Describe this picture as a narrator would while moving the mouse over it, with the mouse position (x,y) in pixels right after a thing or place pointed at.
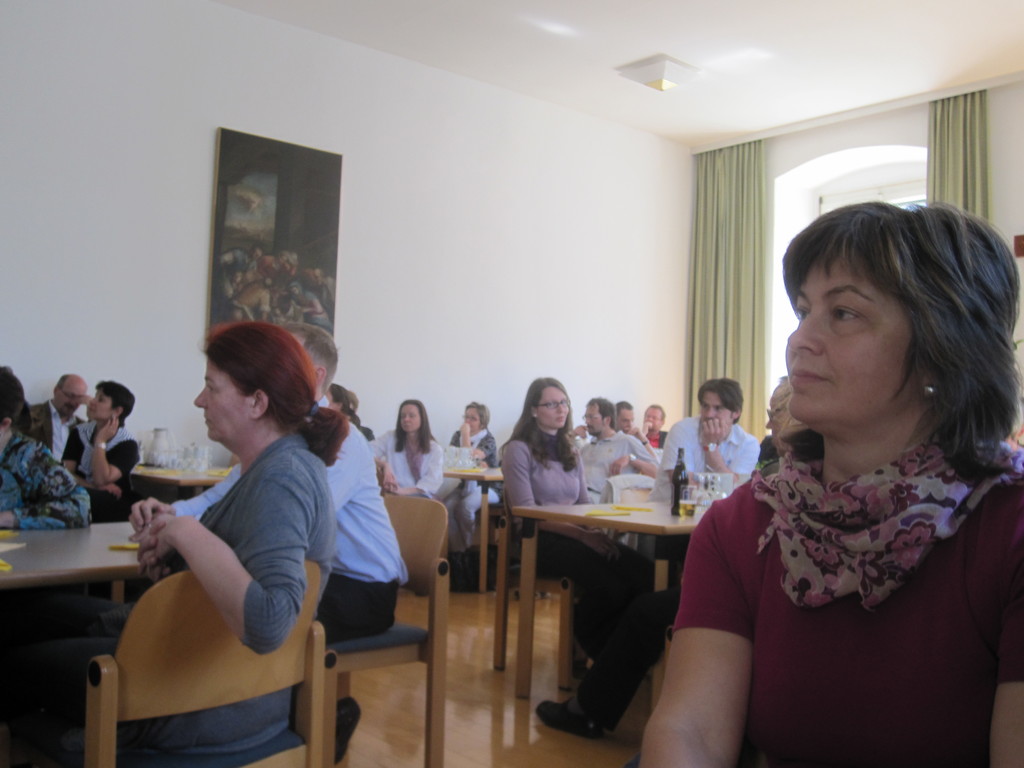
In the picture there are group of people (488,462) sat on chairs (178,645) around the table (93,549). There are curtains (730,324) on right side of the wall (868,145), on left side of the wall (352,293) there is a painting (274,235), there is a bottle (679,490) on the table (626,523).
